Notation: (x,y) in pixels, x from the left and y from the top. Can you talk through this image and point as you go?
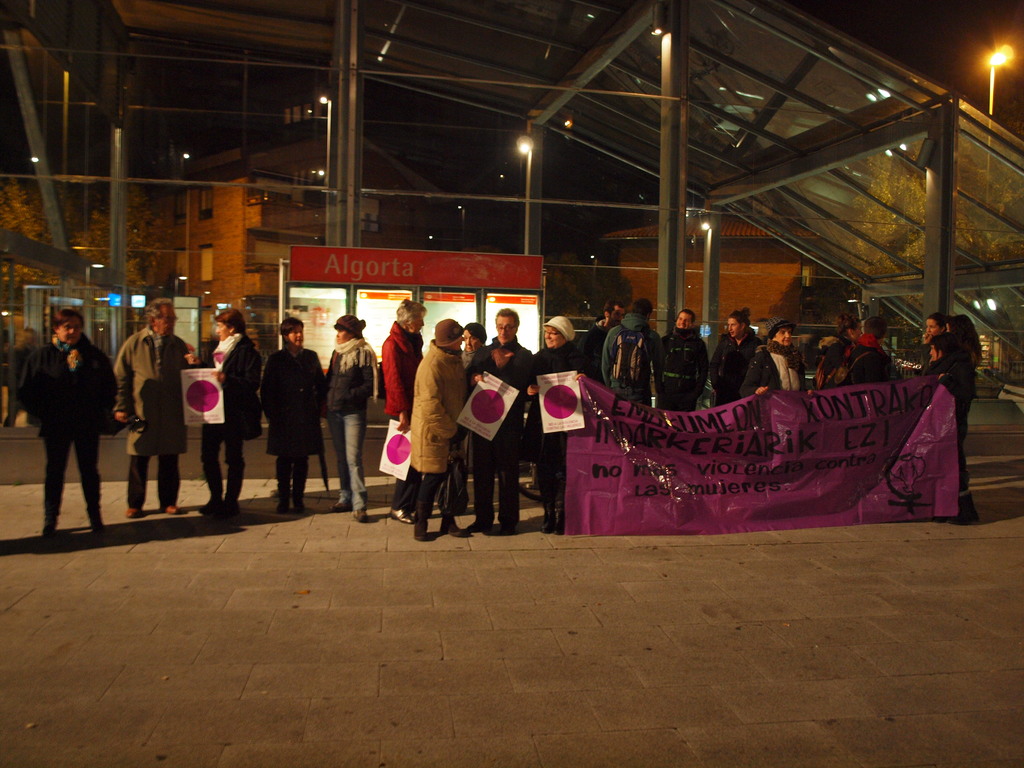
In this image we can see a few people (430,490) standing on the floor (270,493), among them, some are holding the objects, also we can see a banner (894,482) with some text (809,472) and image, there are poles (664,187), buildings (656,230), trees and lights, at the top (676,110) we can see some metal rods (664,174), there is a shed (710,142), on the shed (668,161), we can see a board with some text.
